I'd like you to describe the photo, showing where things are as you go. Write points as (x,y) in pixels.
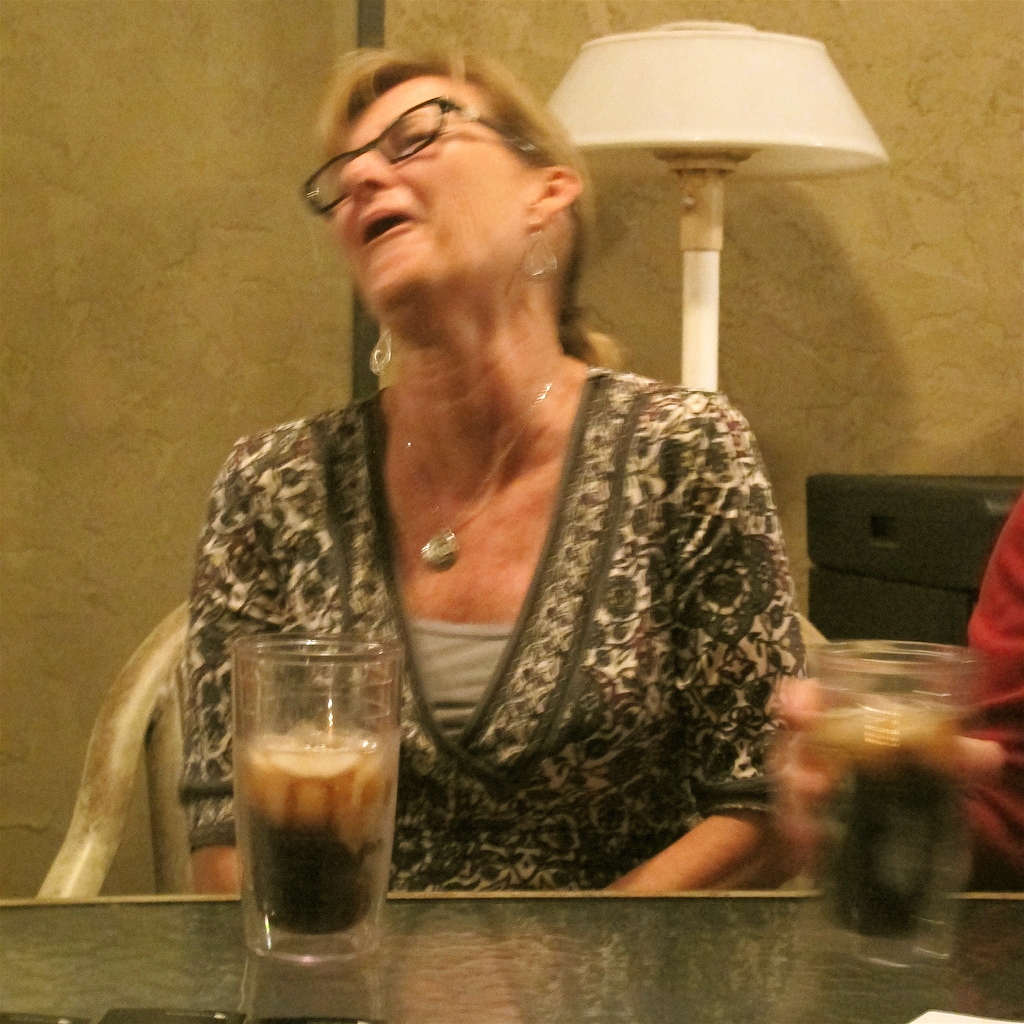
In this image there is a person (456,703) sitting on the chair (46,883). In front of her there is a table (463,923). On top of the table (316,1013) there are glasses (881,833). Beside her there is another person (1018,838). Behind her there is a lamp (617,114). There is a wall (814,187). In front of the wall (876,316) there is a black color object (890,563).
